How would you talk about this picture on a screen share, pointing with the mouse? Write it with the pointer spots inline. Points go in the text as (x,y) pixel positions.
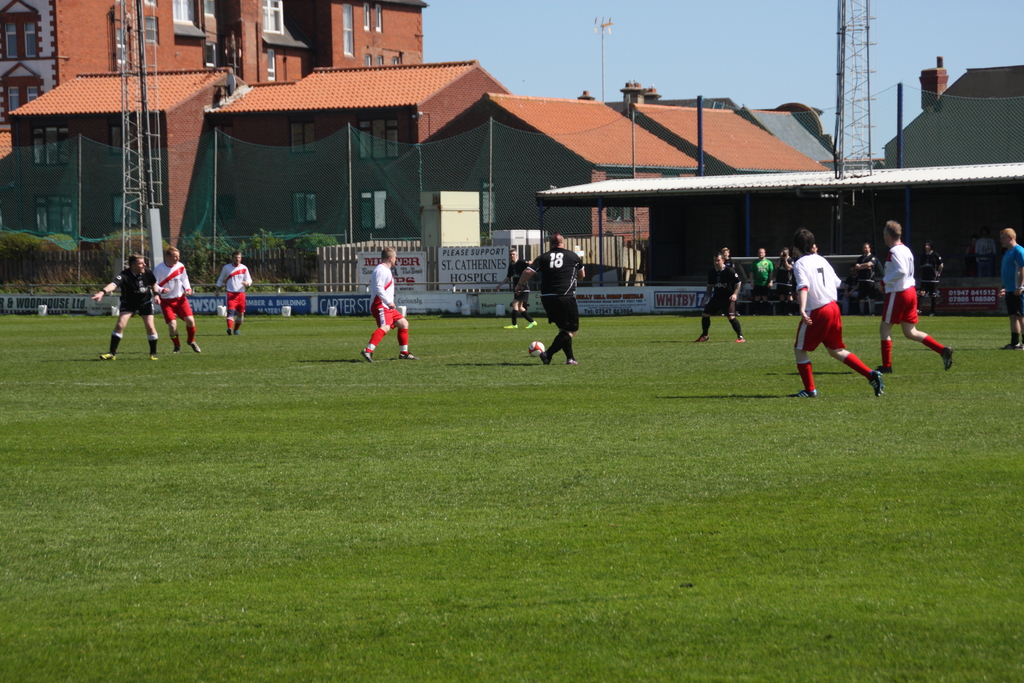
In this image we can see some persons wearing white and black color sports dress (810,283) and playing football, we can see some persons (752,287) standing in the ground (696,367) and in the background of the image (371,204) there is net (371,204), there are some houses (428,128) and top of the image (470,39) there is clear sky (472,57).
